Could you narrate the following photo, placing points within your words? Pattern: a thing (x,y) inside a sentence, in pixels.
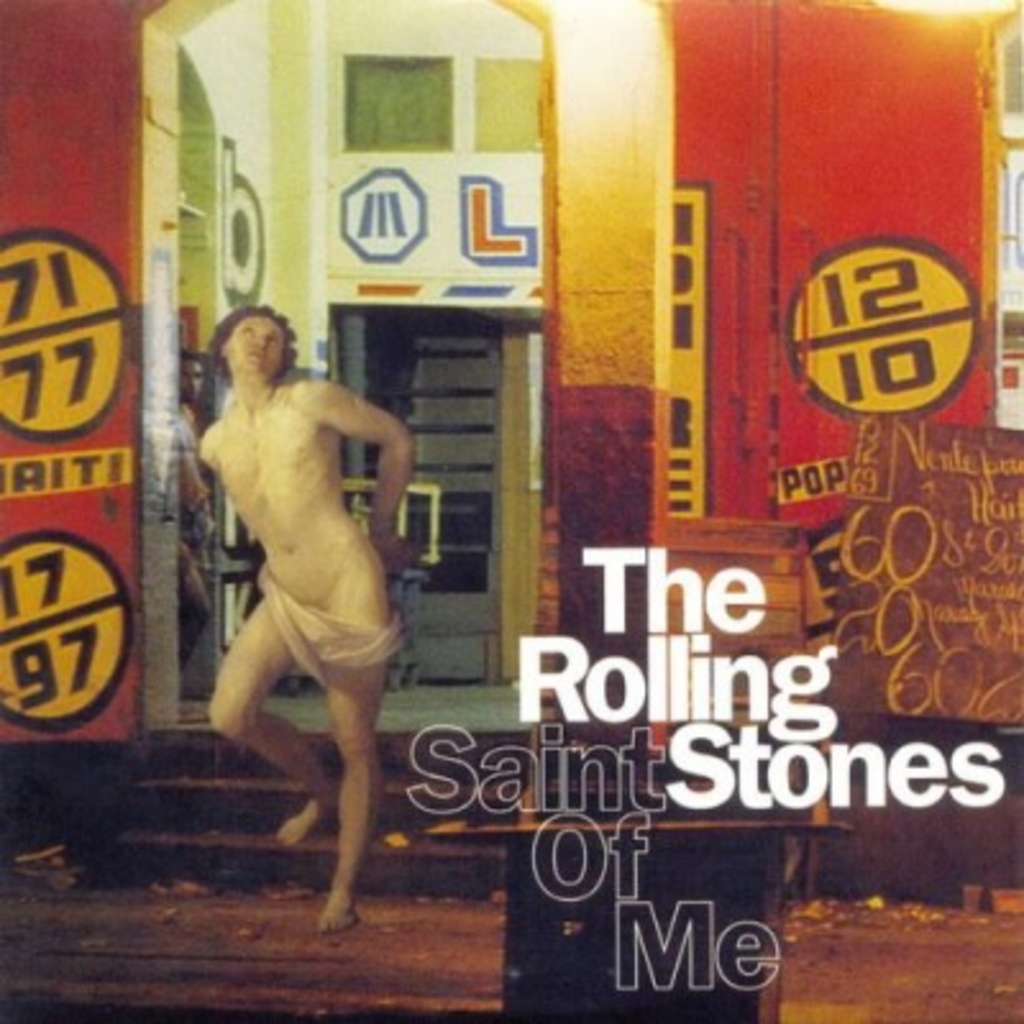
In this image I can see the depiction picture, where I can see a person (229,485) standing in front (350,724) and in the background (197,620) I can see another person (179,487) standing and I can see something is written on the walls (731,341) and I can see the watermark (654,707) on the bottom right side of this picture (725,714).
